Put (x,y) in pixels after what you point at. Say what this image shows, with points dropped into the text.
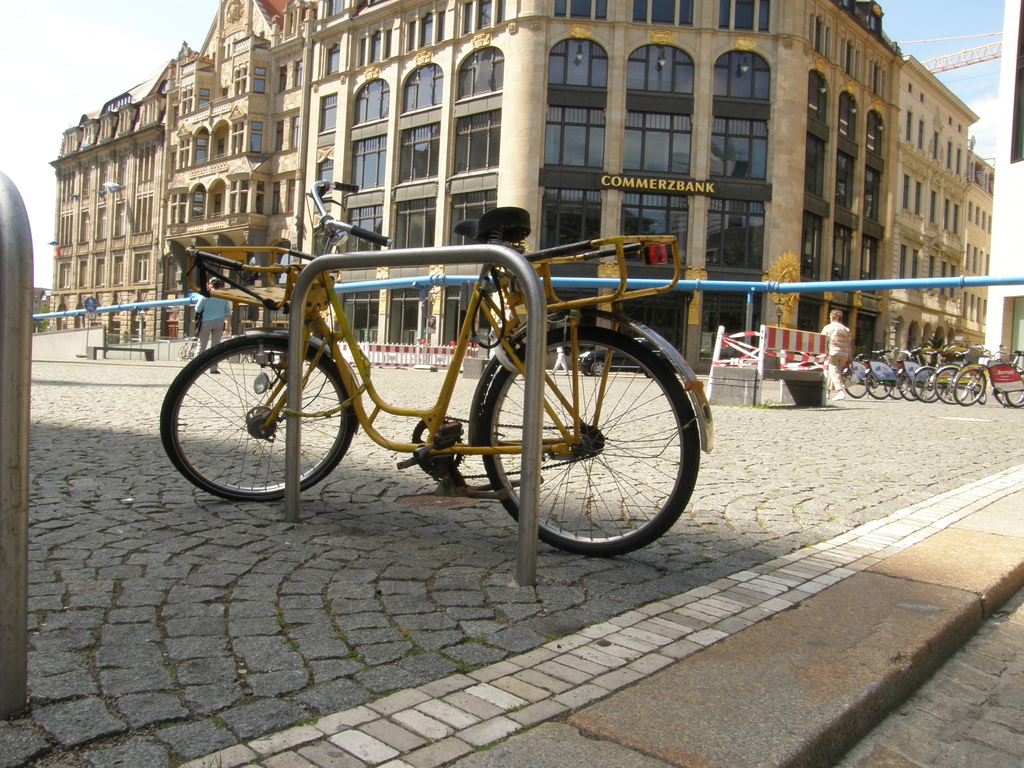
These are bicycles (485,403), this is a building (432,171) with the windows (407,177), this is sky (44,110).
